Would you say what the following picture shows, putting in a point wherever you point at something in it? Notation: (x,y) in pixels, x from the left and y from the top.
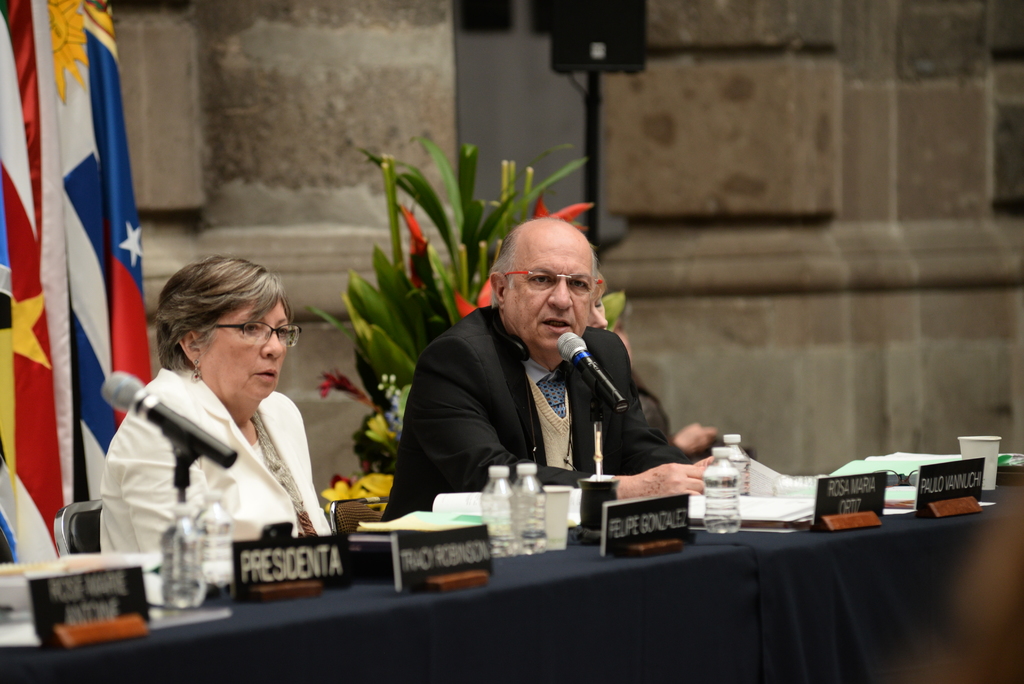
In this picture we can see few people (409,406), they are sitting on the chairs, in front of them we can find microphones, bottles (718,496), name boards (612,509) and other things (744,515) on the table (705,584), behind them we can see flags (25,246) and a plant (407,304).
